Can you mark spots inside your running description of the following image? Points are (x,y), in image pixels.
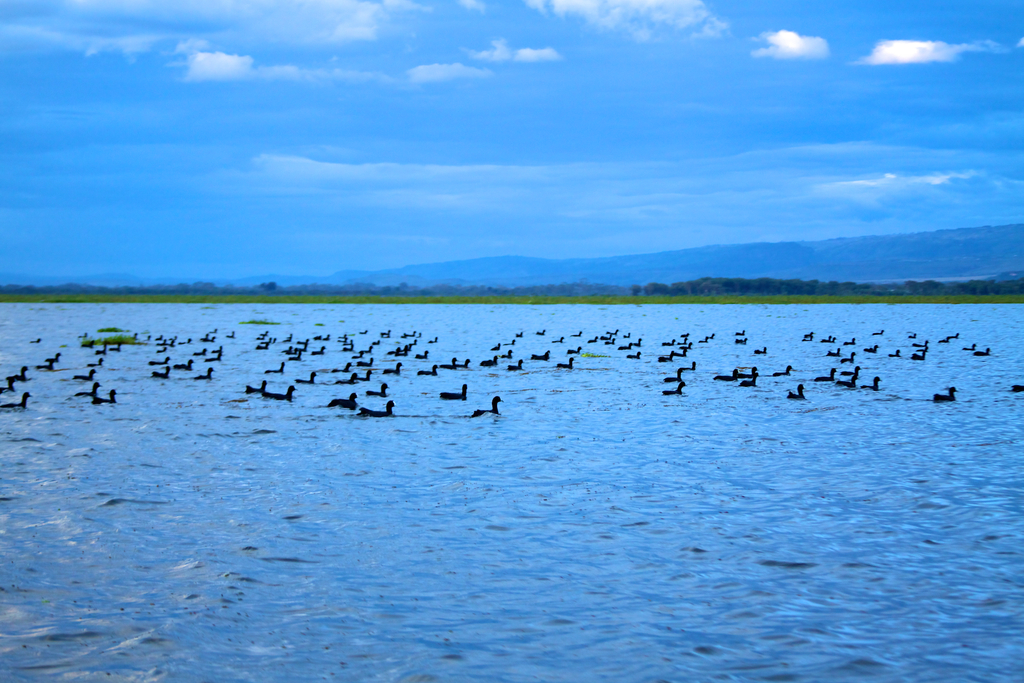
In this image we can see birds (385,390) on the surface of water (571,545). In the middle of the image (354,301), we can see greenery (877,301). At the top of the image (597,99), we can see the sky (471,95) with clouds (664,9).
